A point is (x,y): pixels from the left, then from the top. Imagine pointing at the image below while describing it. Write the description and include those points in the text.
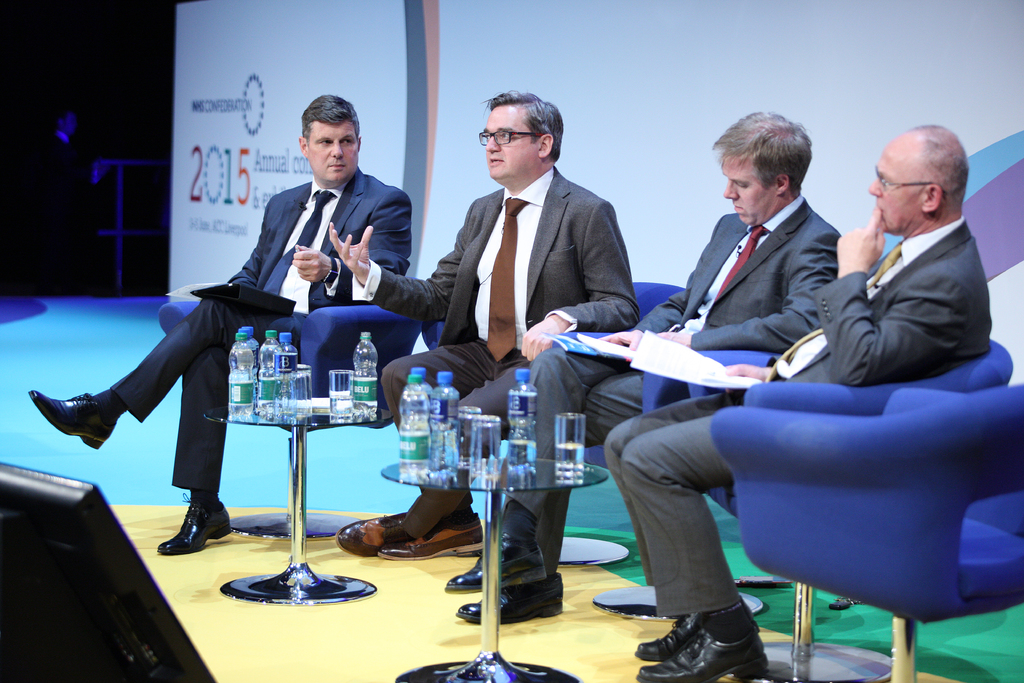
There are four persons (211,384) sitting on chair (874,676) by wearing suit (535,292) and tie (499,310). At the right corner (830,323), person (830,323) is holding papers (657,365) in his hand (737,366). Person (535,98) in the middle of picture (462,242) is making a hand gesture. There are two tables (534,668) in front of them having glasses (301,373) and few bottles (253,372) on top of it. Left corner of image (126,551) there is monitor (126,682).
